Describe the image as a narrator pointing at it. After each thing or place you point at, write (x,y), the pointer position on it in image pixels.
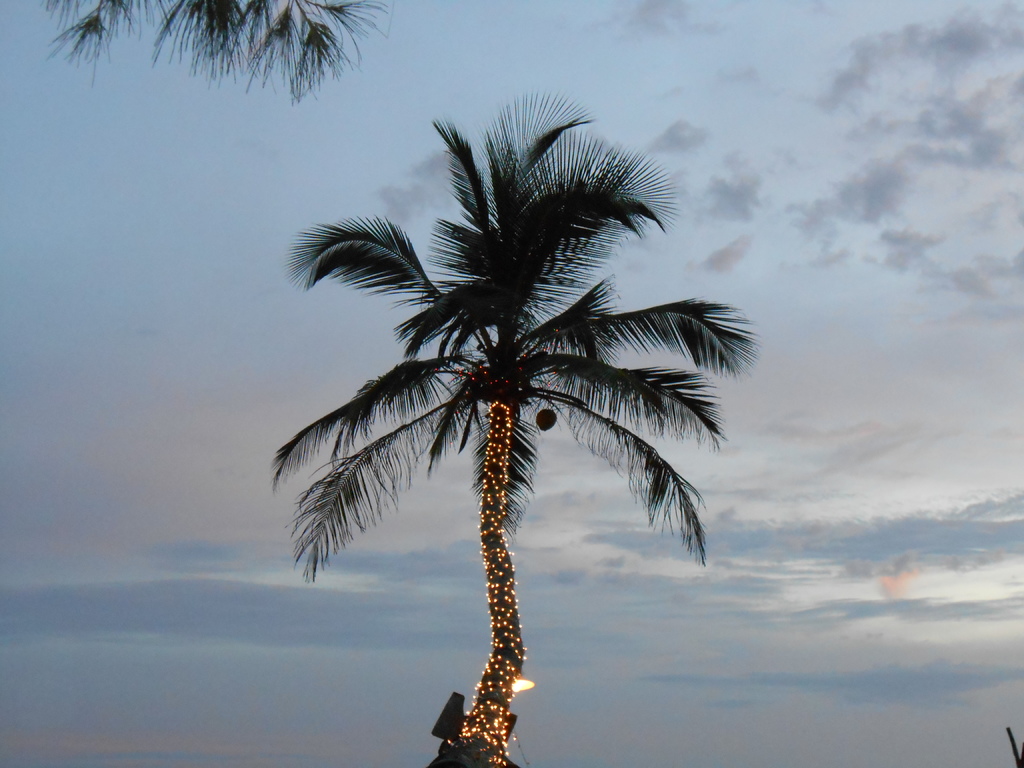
In the center of the image (670,472) there is a tree (551,149). In the background of the image (466,342) there is sky (764,661).
